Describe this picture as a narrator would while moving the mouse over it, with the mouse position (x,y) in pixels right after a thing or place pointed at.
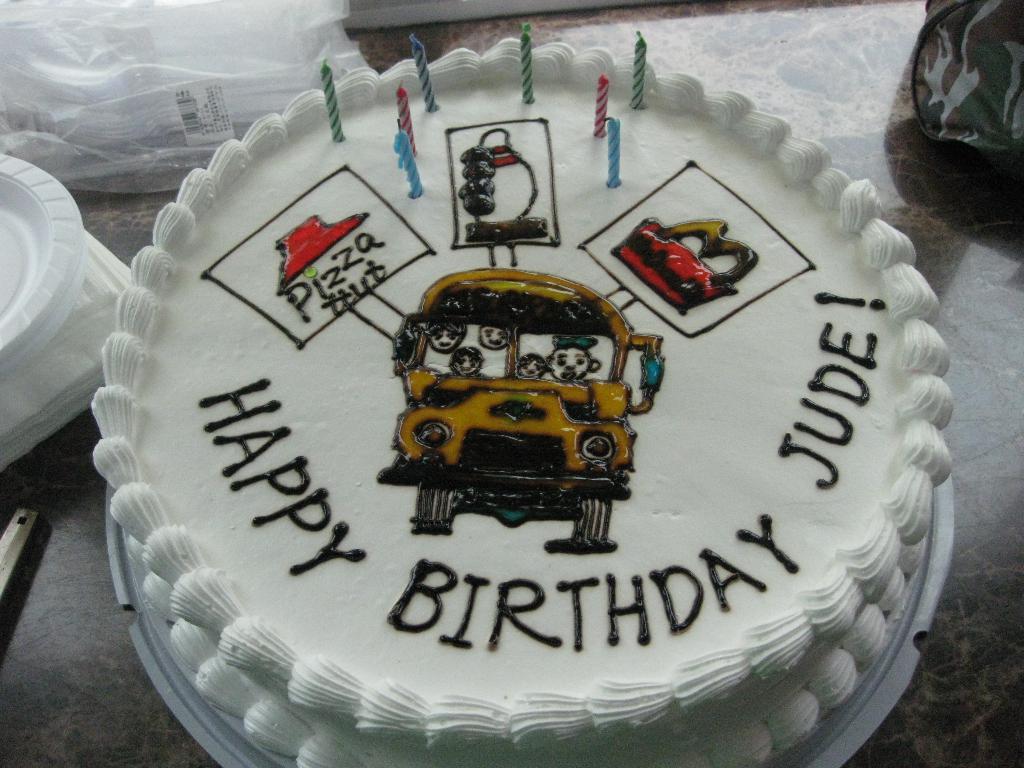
In this image we can see a cake (450,518) with candles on it and there are few tissue papers (64,377), plates (49,276), a cover (120,149) and few other objects (985,58) on the surface (777,1) which looks like a table (130,650).
